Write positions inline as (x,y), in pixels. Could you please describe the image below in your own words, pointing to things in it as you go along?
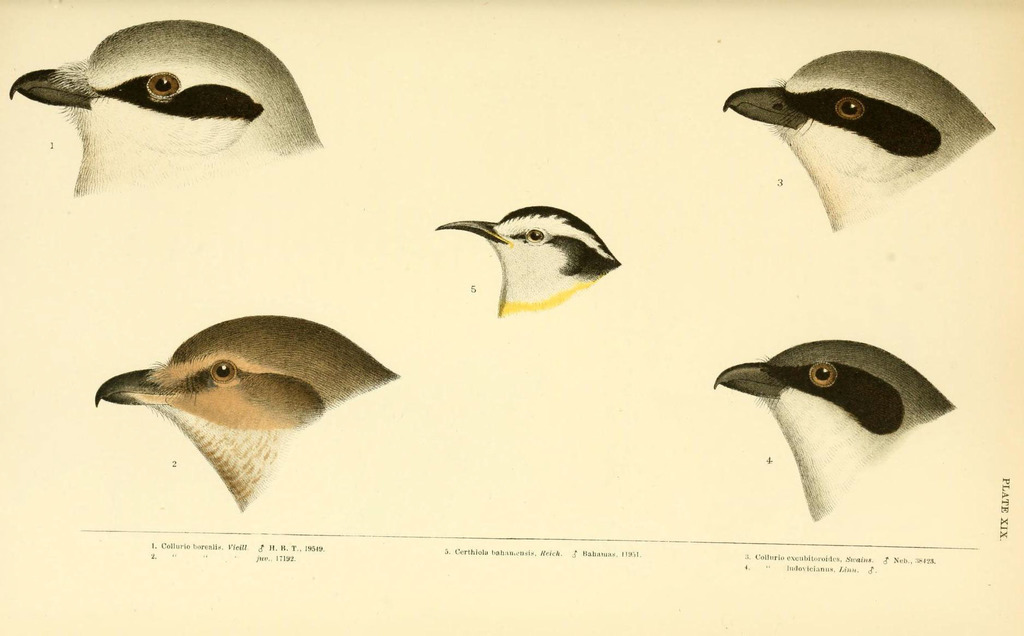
In this image we can see some pictures (178,175) of birds (819,190) on a paper (511,447), with some text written on it.
